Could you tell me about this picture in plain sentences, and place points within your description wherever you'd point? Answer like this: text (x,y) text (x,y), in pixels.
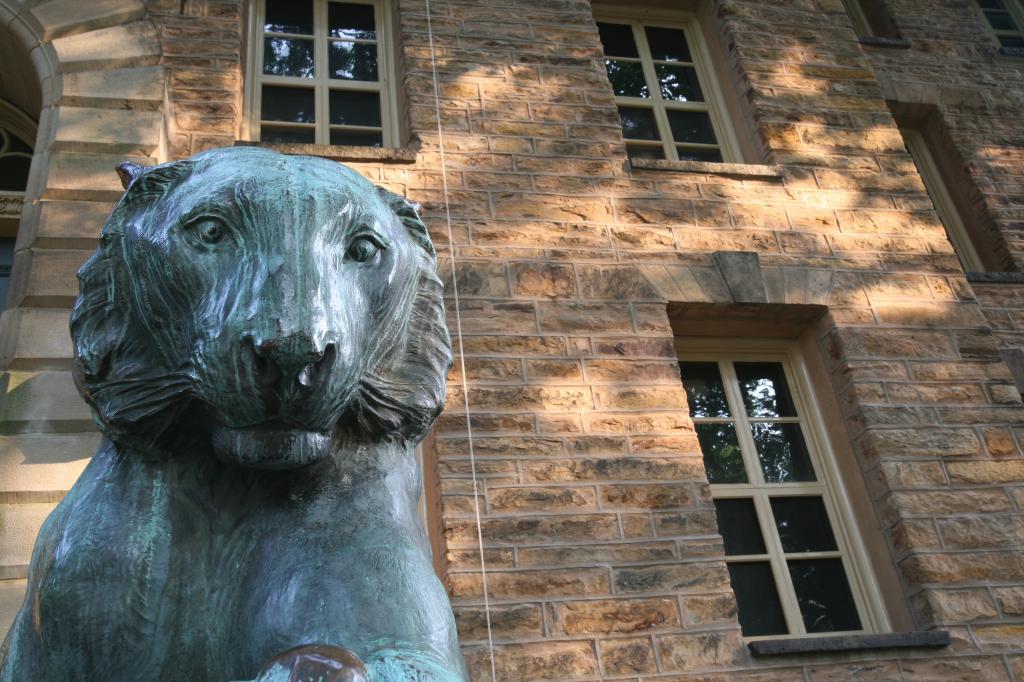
In this image I can see a statue (393,357) of an animal (293,372), background (469,246) I can see a building (469,213) in brown color and I can also see few windows (257,41).
